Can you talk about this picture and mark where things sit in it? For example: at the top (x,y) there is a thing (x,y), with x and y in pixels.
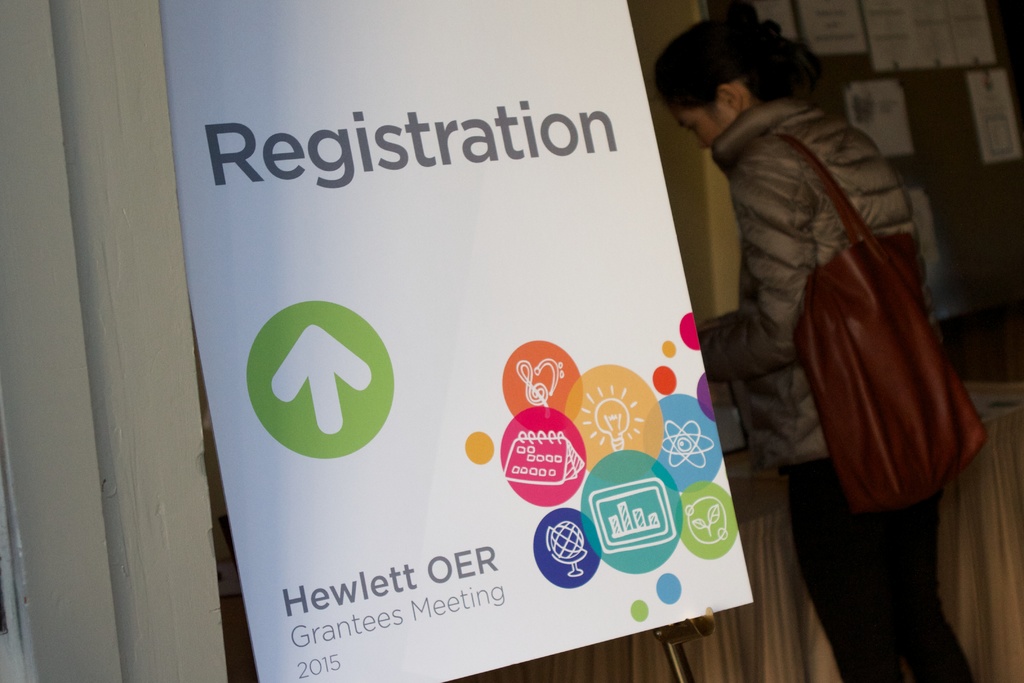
In the foreground of the picture (265,330) there are a board (441,320). On the left (88,393) there is door (134,451). On the right (805,217) there is a woman (813,235) standing, wearing a jacket (881,222) and handbag (858,374). In the background (914,113) there is a notice board (952,152), on the board (919,120) there are papers (882,39) stuck.
